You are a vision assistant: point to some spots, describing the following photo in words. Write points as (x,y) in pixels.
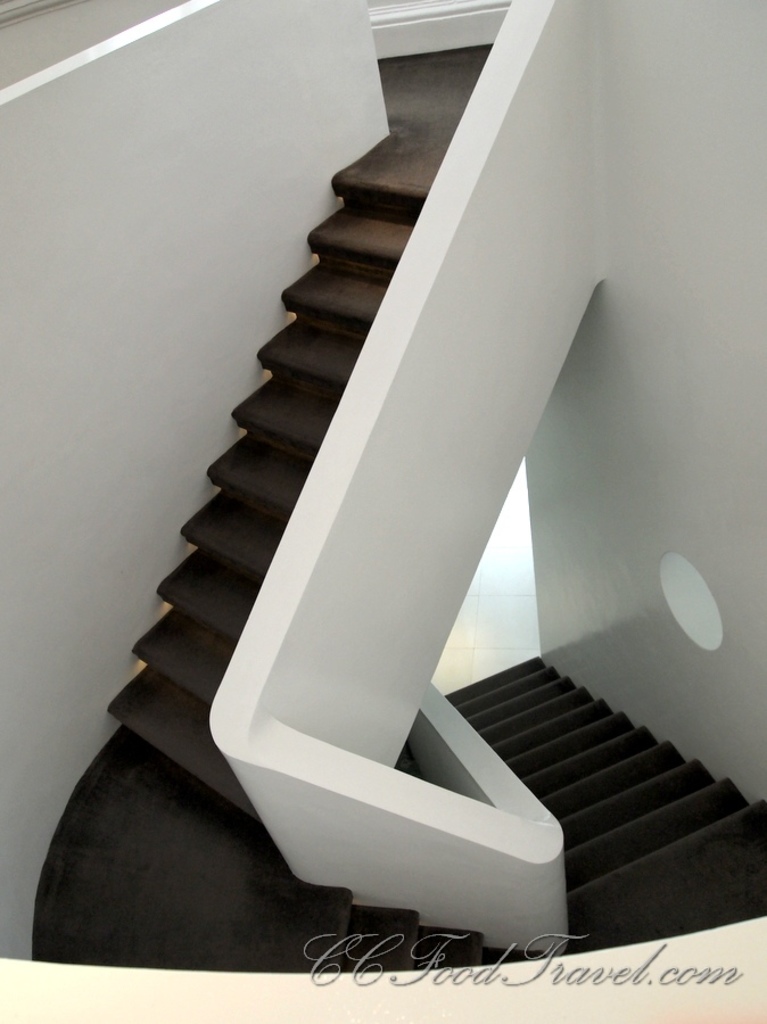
In this image we can see a staircase (311,555). There is wall (644,343). At the bottom of the image (433,933) there is text (386,950).
